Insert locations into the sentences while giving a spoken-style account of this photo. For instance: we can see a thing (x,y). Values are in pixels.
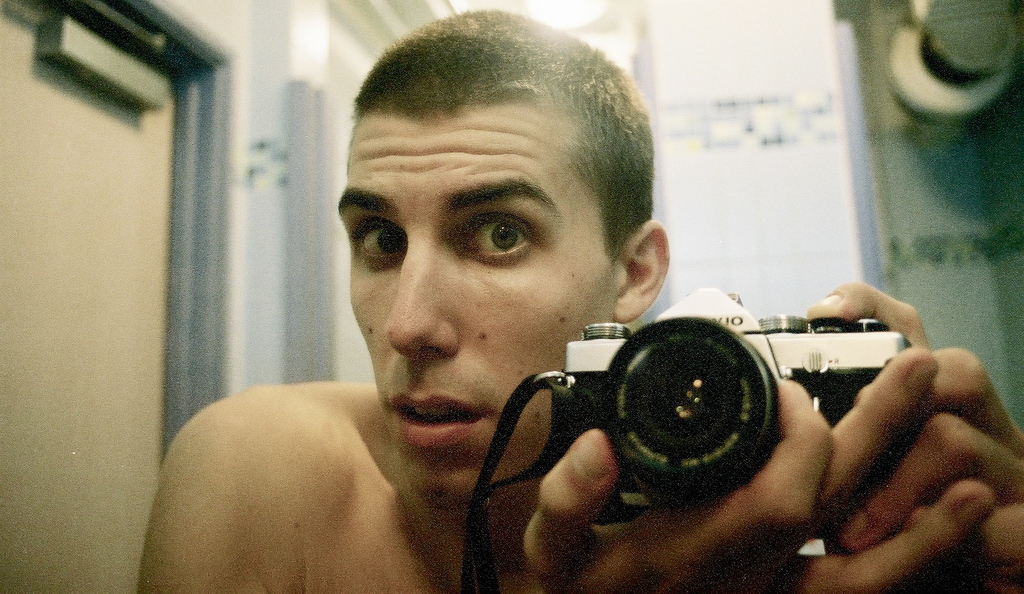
In this picture we can see a man (495,412), holding a camera (732,393) in his hands (868,398). This is a door (52,197). On the background (748,189) we can see a wall (750,172).
